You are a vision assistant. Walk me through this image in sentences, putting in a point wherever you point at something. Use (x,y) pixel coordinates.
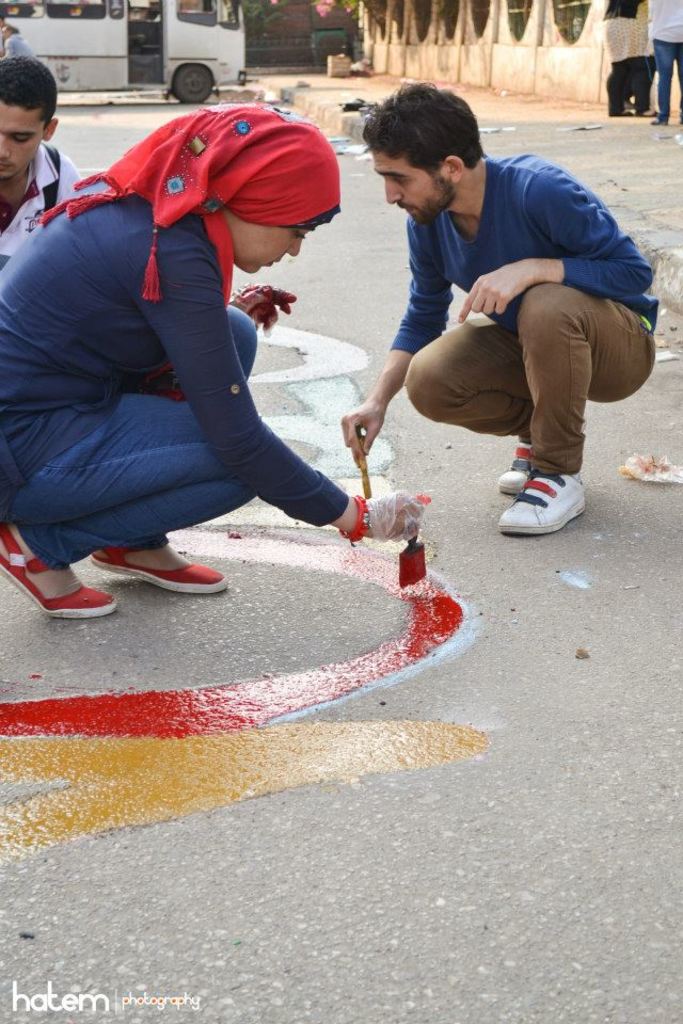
In this image, we can see three people (252,236) are on the road (280,669). Few (63,423) are painting a color. Top of the image (226,46), there is a vehicle (198,73), wall (419,65), few plants (270,24), some objects (337,65). Here we can see few people (634,73) are standing on the footpath (589,142). At the bottom of the image (41,1007), there is a watermark (103,999) in the image.
